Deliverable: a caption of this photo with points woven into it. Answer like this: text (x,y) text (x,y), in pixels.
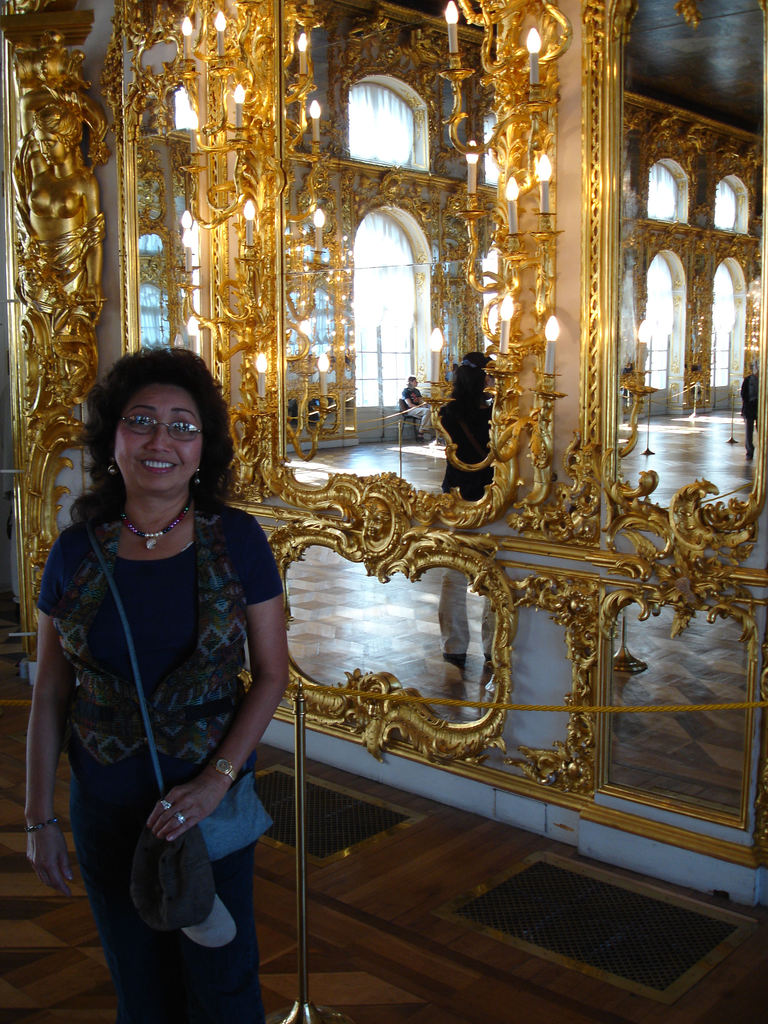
This image is taken in a hall (560,553). On the left side of the image (55,594) a woman (283,621) is standing on the floor (69,841) and she is with a smiling face (149,450). At the bottom of the image (407,947) there is a floor (353,888). In the background (65,253) there is a wall (239,354) with carvings (27,323), lamps (501,459) and mirrors (676,662). There are two people (465,421) standing on the floor (742,433) and a person (408,413) is sitting on the chair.
